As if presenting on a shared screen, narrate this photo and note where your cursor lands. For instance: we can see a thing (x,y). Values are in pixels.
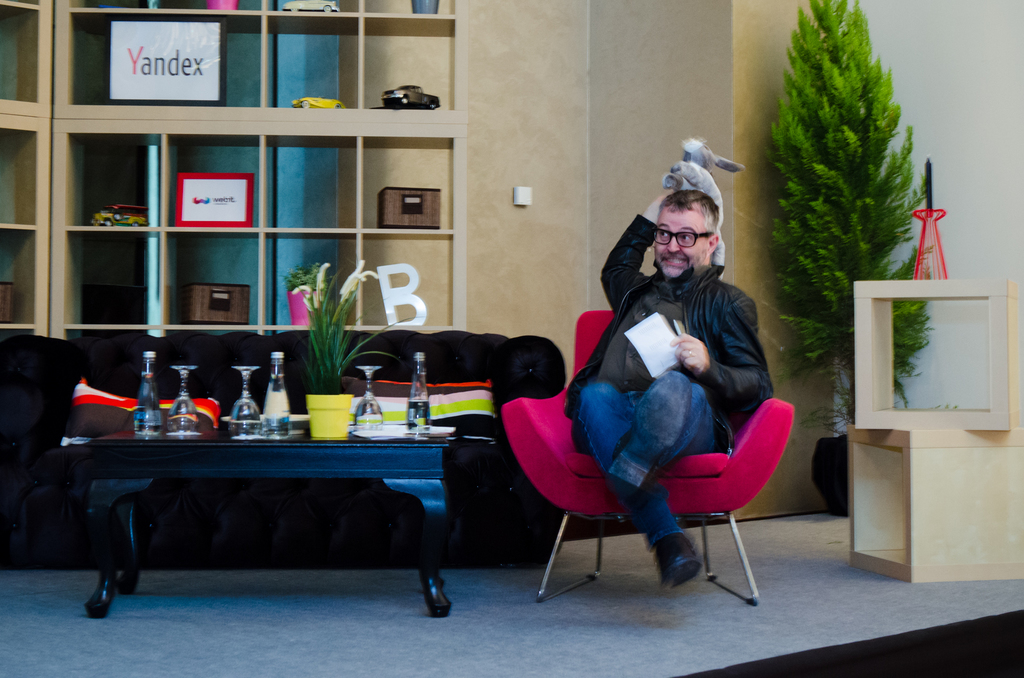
In this image i can see a couch (227,368) and a chair (545,467), the man (626,427) is sitting on the chair (612,496) wearing a shoe (659,544), the man (668,505) is holding a toy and performing some action. Beside a chair (536,432) there is a table (430,442), on the table (410,456) there are three glasses (253,412) and three bottles (279,403), a small pot (344,421), back of the couch (232,383) there is a shelf (399,125) on shelf (357,137) there are four toy car (419,102), two blocks (214,315), and two banners (222,194). Beside a chair (578,453) there is tall plant (827,332), in front of the plant (814,332) there are two wooden blocks (918,421).
